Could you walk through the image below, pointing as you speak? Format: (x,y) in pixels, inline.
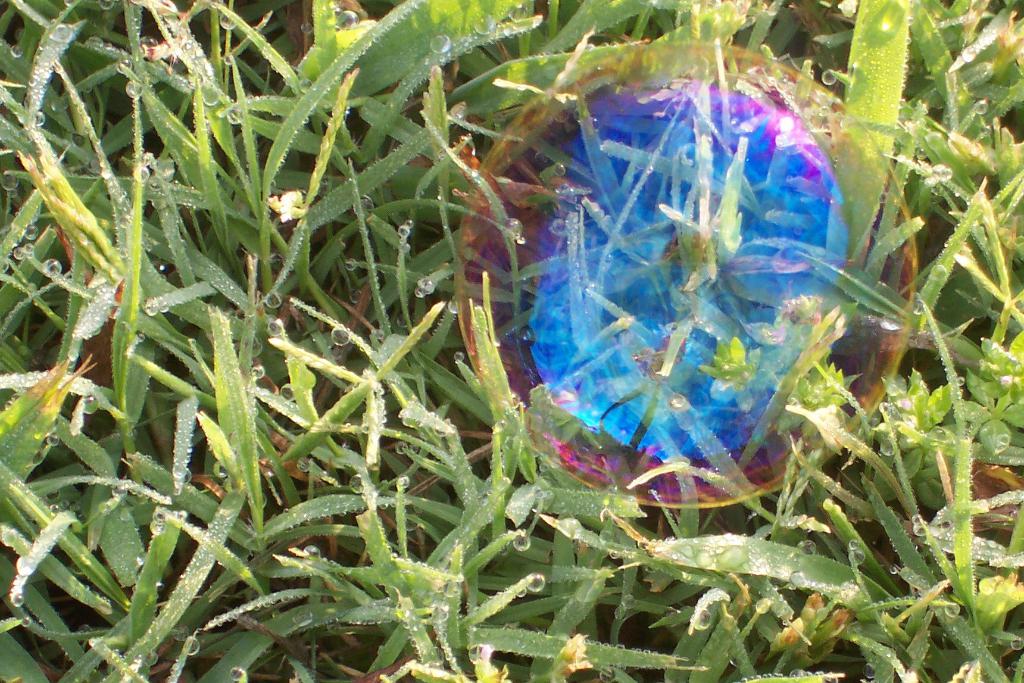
As we can see in the image there are plants (300,407) and bubble (642,400).
